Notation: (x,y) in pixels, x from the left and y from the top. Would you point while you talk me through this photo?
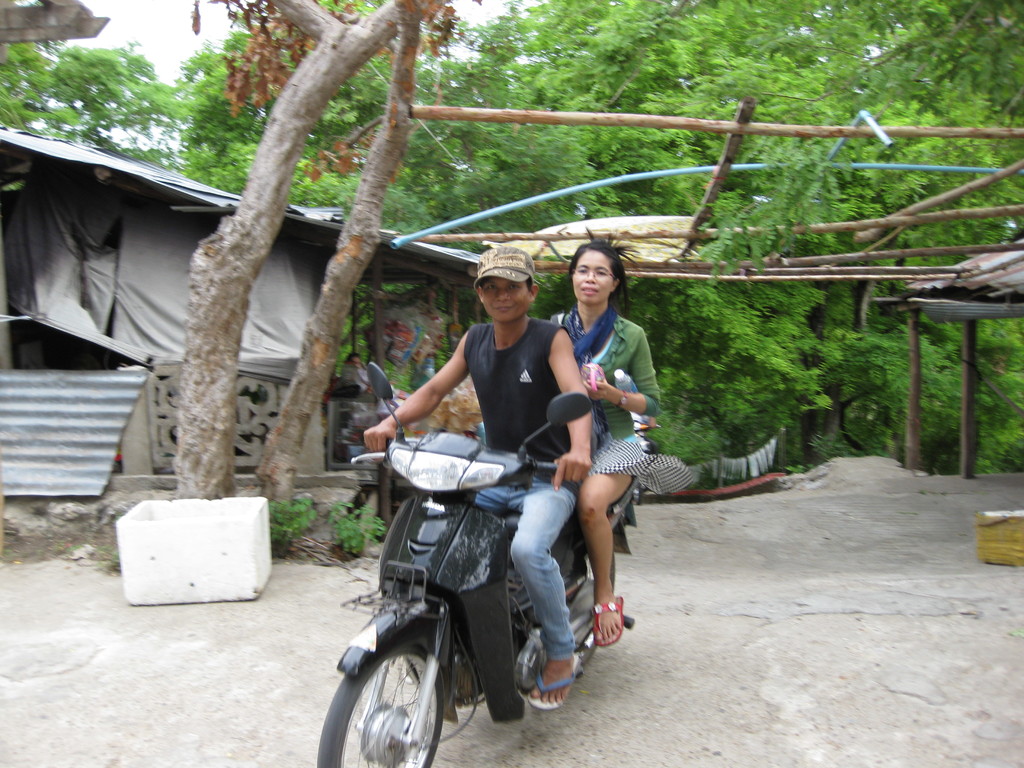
There is man (531,548) riding a motor bike (429,582) and woman (637,335) is sitting behind him on the bike (572,550). There are trees (203,358), basket (180,556), shed (145,348) and some pole (983,215) here. We can observe a sky (165,24) here.
